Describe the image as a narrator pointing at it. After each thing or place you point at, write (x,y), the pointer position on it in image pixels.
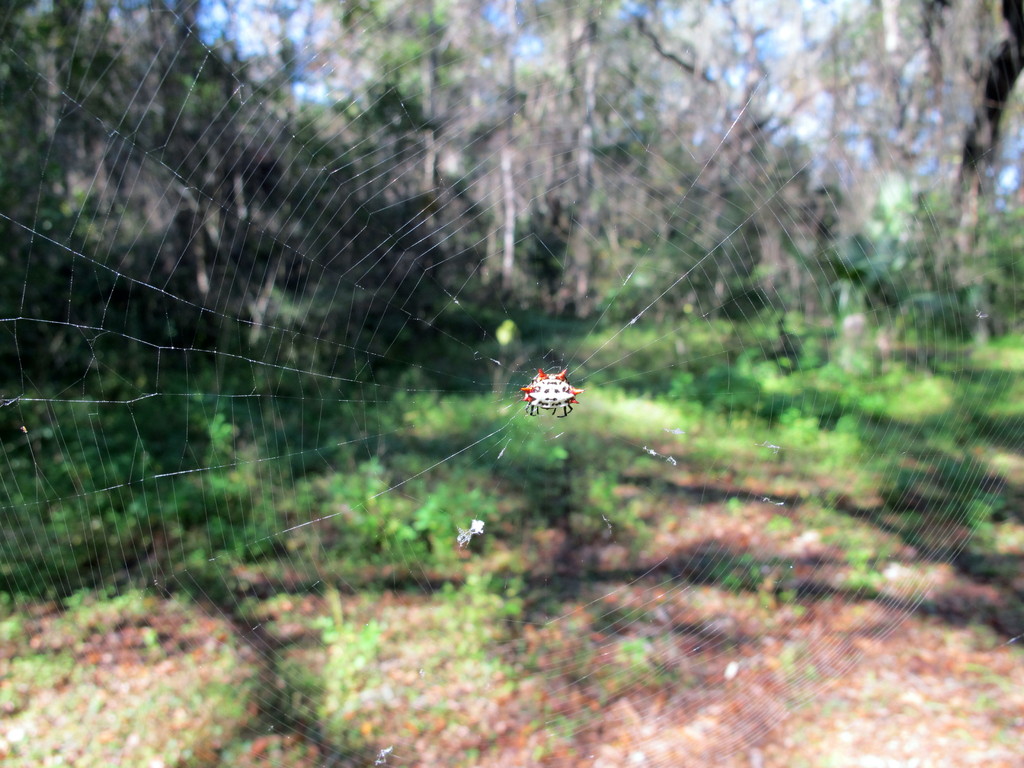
In the middle of the picture (568,411), we see the spider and it is building its web (501,457). At the bottom (652,683), we see the soil (682,678) and the herbs (494,532). There are trees (485,247) and herbs (798,319) in the background (707,260).
